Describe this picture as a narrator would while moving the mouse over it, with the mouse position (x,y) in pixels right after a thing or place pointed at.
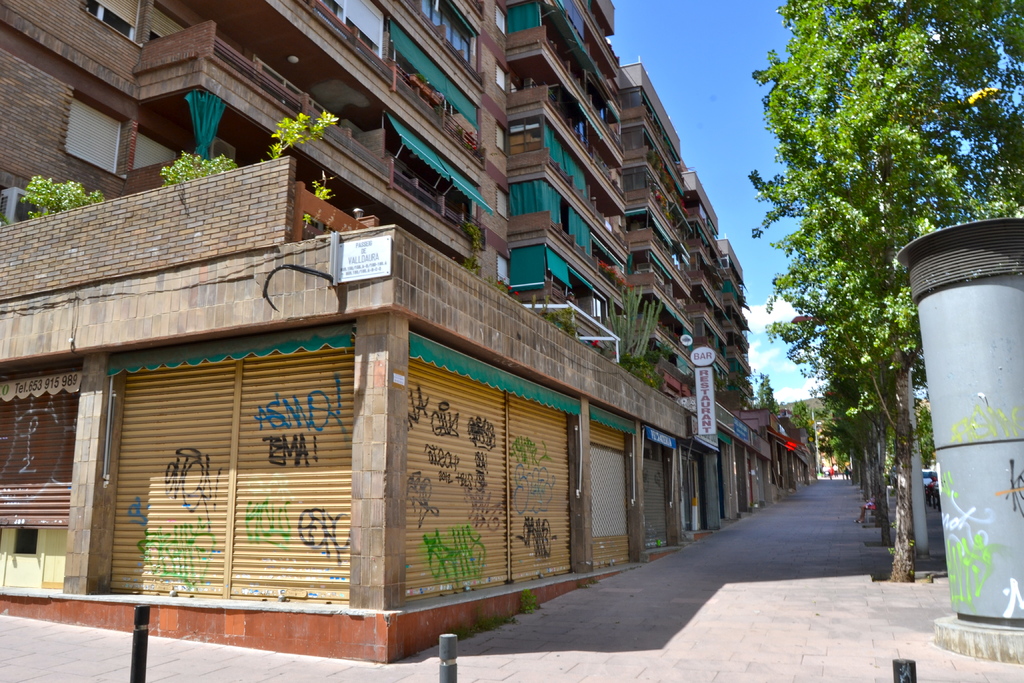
This is the picture of a place where we have some buildings (585,369) to which there are some windows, green color clothes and also we can see some shops (308,442), boards (707,411) and some trees (759,80) and plants (650,359) around.
